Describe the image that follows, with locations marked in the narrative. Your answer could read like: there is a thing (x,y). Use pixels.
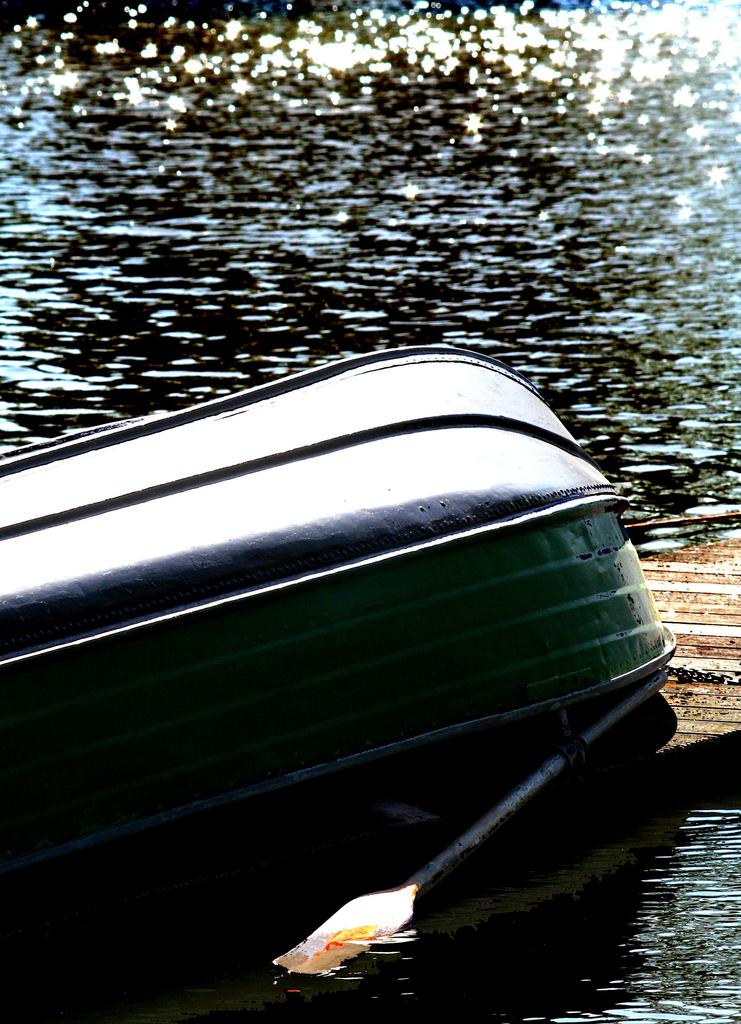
In this image, there is an outside view. There is a boat (412,566) on a dock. There is an oar (529,792) at the bottom of the image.
